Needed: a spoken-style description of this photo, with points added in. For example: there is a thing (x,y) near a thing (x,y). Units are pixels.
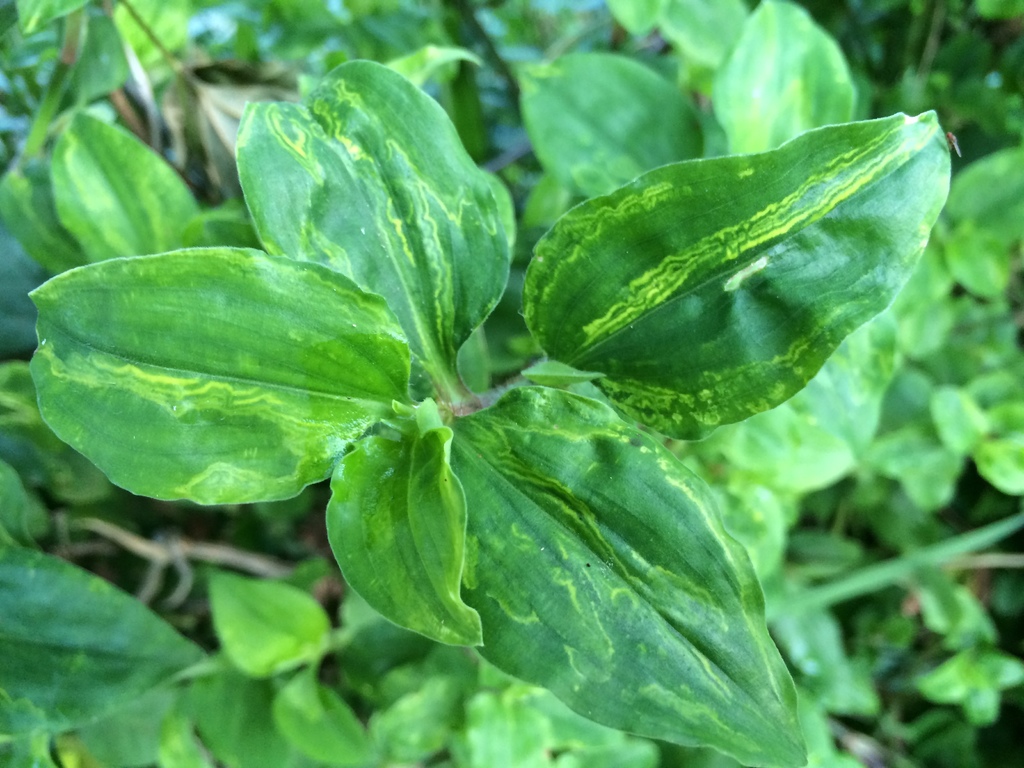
In this image there are few plants (425,267).
